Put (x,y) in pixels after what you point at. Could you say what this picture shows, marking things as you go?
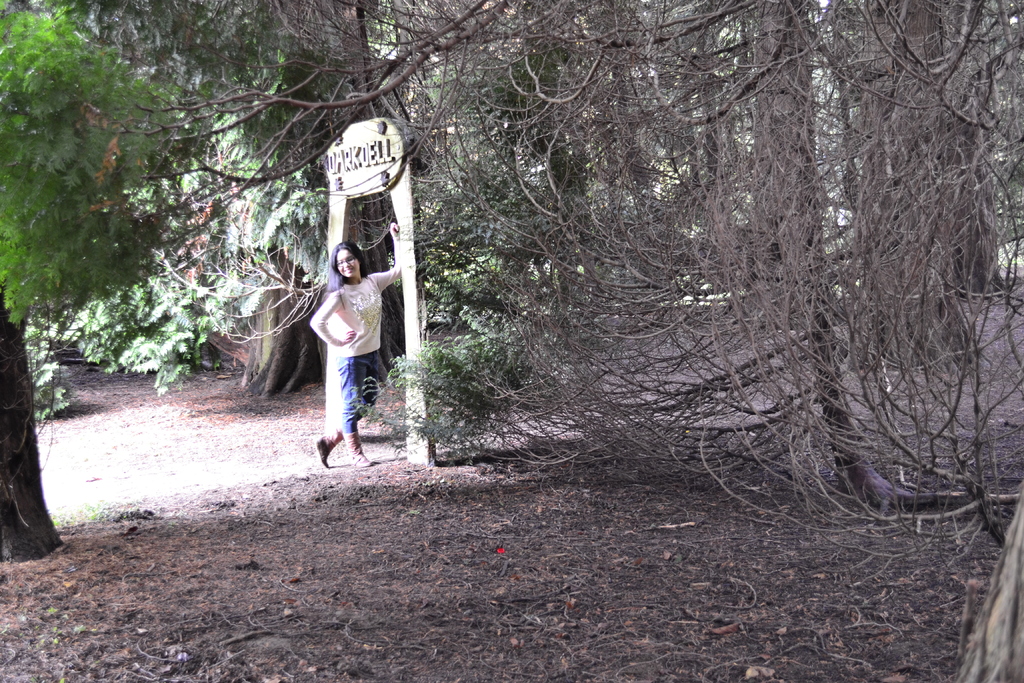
In this image we can see a woman (357,329) wearing T-shirt (319,320) and pant (339,359) standing near the arch (364,187), we can some trees (499,296) which are in green color and we can see some dry trees (531,264) as well.
